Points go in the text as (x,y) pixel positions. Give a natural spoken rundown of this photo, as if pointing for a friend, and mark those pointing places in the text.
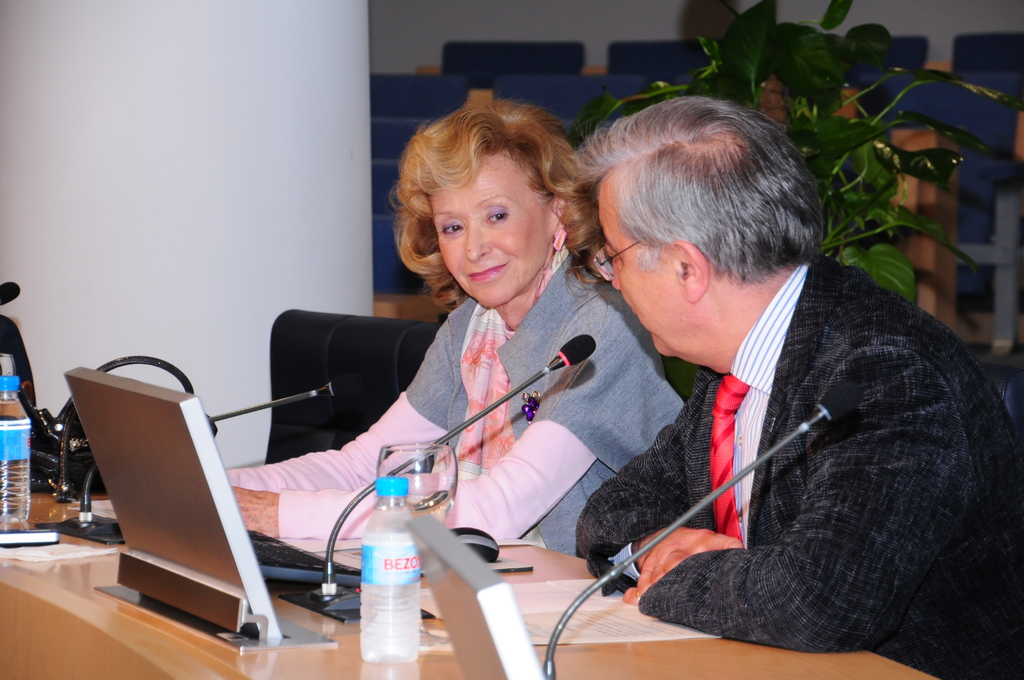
In this image I can see two persons (656,367) are sitting on the chairs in front of a table (312,622) on which I can see mikes (312,605), bottles (375,571), bag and papers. In the background (289,197) I can see a wall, chairs (536,82), houseplant (819,124) and a pillar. This image is taken may be in a hall (381,345).
